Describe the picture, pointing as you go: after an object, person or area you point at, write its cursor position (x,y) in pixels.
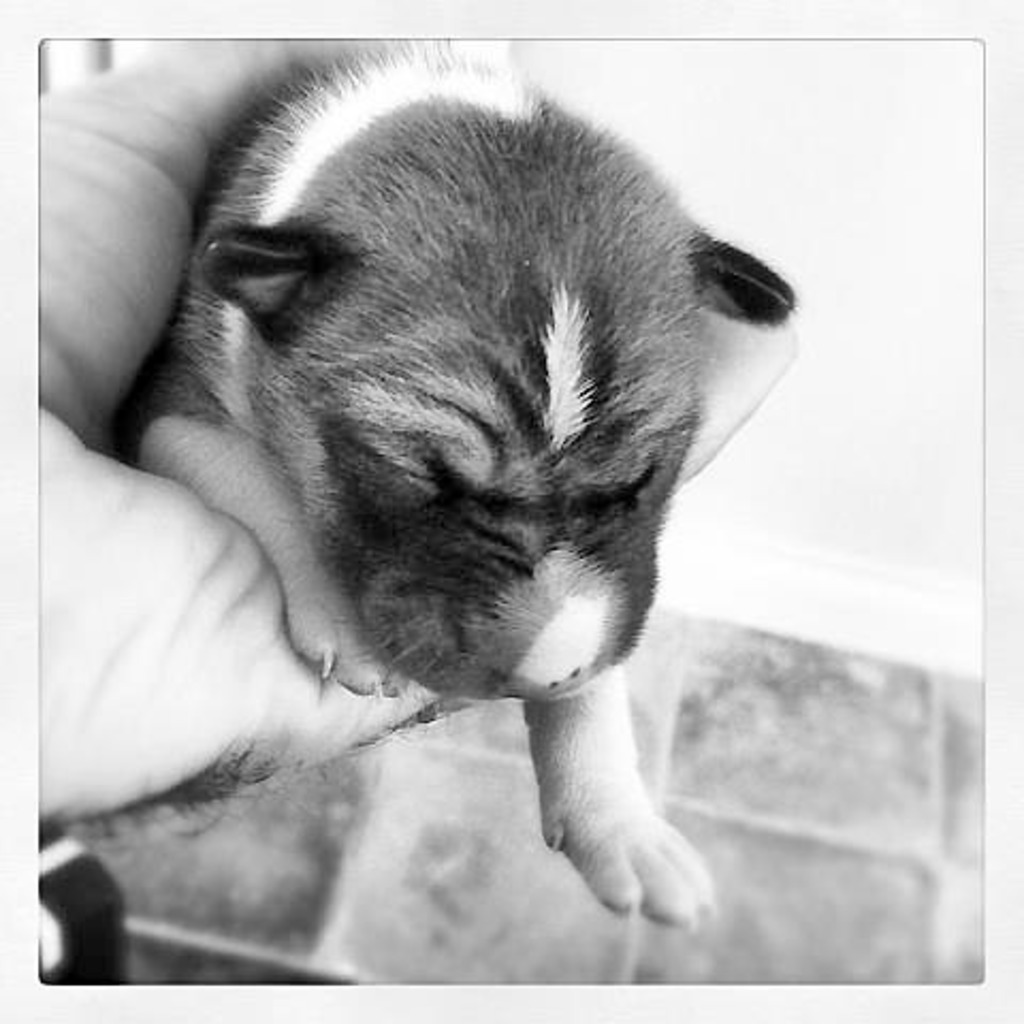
This is a black and white image. In the center of the image (405,432) we can see a persons (105,317) is holding a puppy (487,414). At the bottom of the image (530,880) we can see the floor (497,886). In the background of the image (970,251) we can see the wall (812,356).
